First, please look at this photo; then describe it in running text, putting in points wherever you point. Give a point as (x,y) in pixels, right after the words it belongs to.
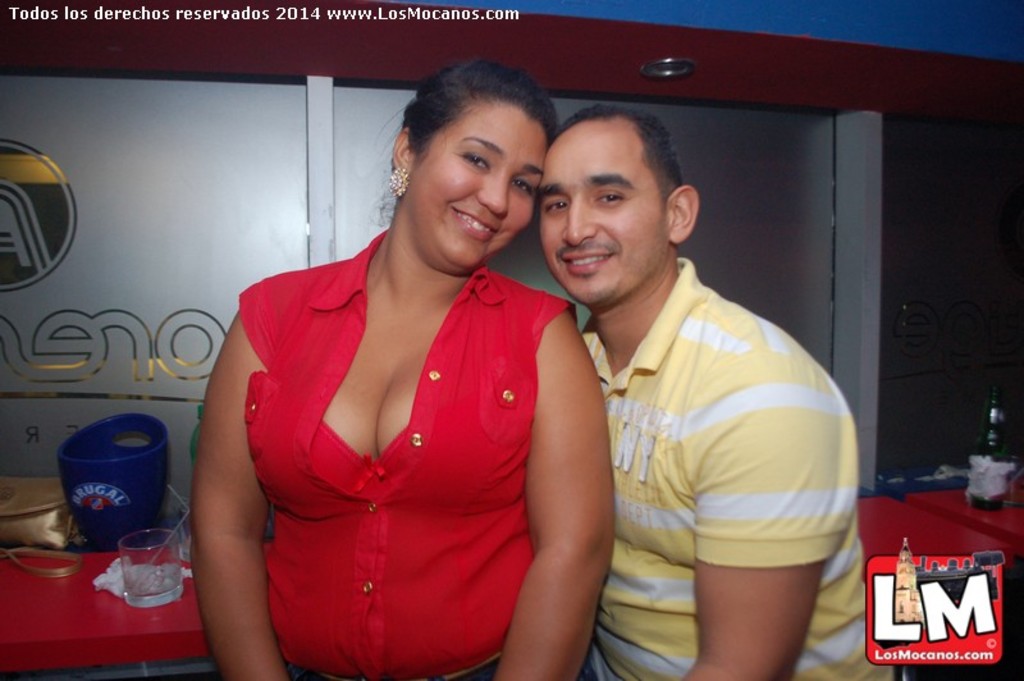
In this image there is one woman (382,479) standing on the left side of this image (259,452) and there is one person (667,462) standing on the right side of this image (709,537), and there is a logo (933,579) in the bottom right corner of this image (908,610), and there is a wall (91,209) in the background (959,450). There are some objects (121,495) on the bottom left side of this image (110,546) and there is a bottle (974,478) on the right side of this image (999,454).
